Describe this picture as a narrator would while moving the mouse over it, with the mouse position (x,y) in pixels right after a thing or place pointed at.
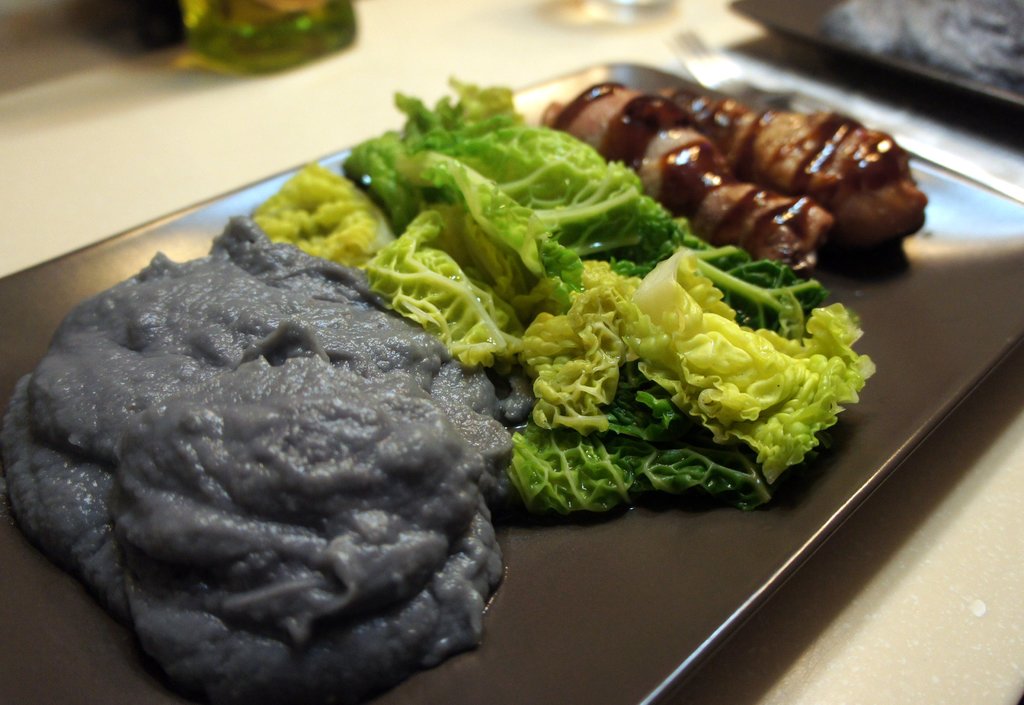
In the picture I can see food items (467,348) on a black color tray (724,547). In the background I can see some other objects (727,84).
